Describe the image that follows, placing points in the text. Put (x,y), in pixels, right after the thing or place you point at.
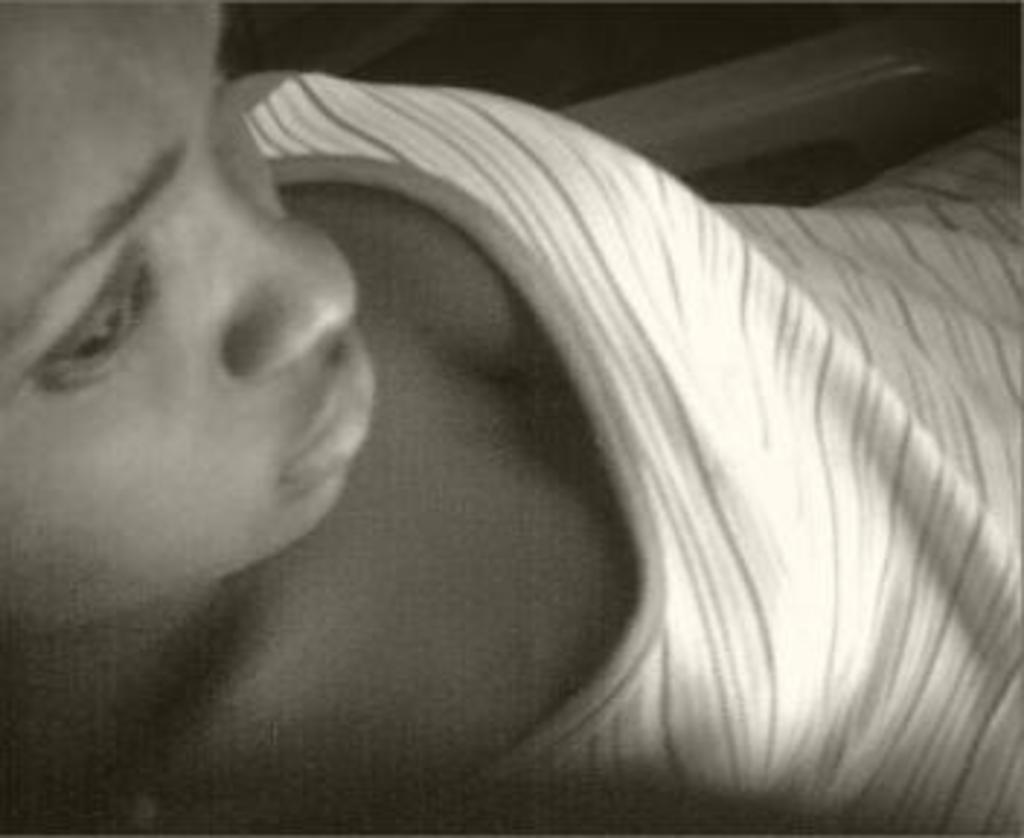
In the picture we can see face (212,466) of a person (180,485).
